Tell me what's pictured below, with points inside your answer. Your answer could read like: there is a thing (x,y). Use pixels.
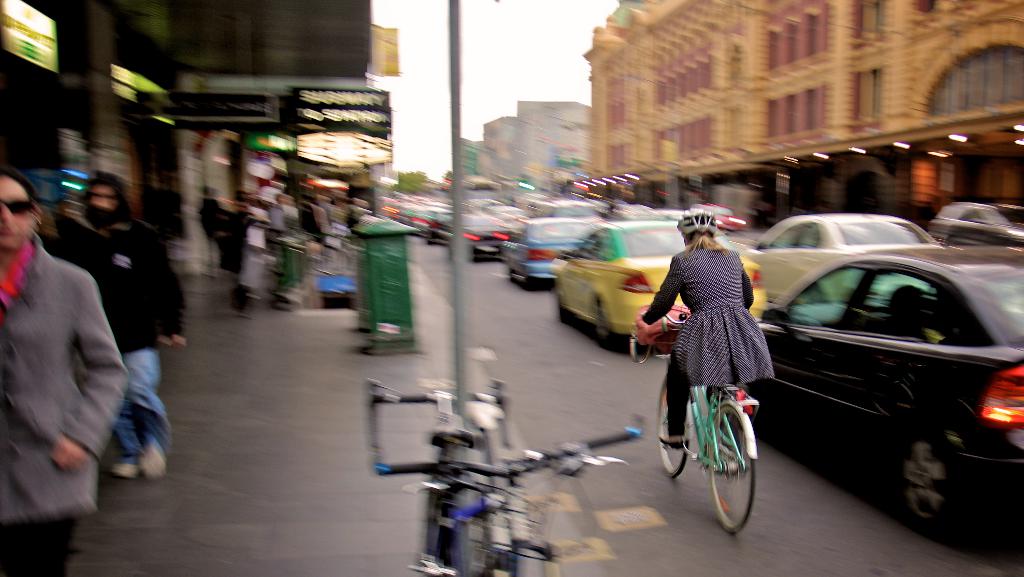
This is a street view. A girl (670,274) wearing a helmet (694,221) is riding a cycle (690,415) on the road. Also there are many vehicles (600,245) on the road (802,493). On the right side (818,118) there is a building (675,92). On the left side (99,279) many people (112,302) are walking. Also there is a cycle (455,475) parked on the sidewalk (312,446). And there are many shops (172,90) with lights (285,146).
